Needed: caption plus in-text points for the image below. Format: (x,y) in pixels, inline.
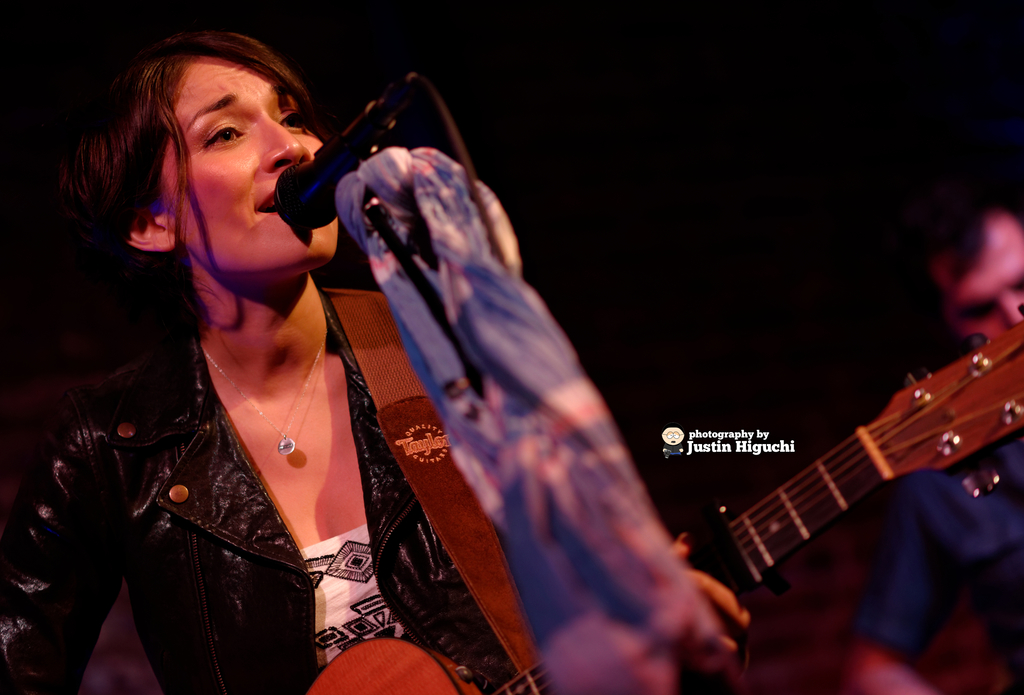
In this picture we can see a woman (188,450) wearing a black jacket (206,476) singing the song in front of a mike (385,117) and holding a guitar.
